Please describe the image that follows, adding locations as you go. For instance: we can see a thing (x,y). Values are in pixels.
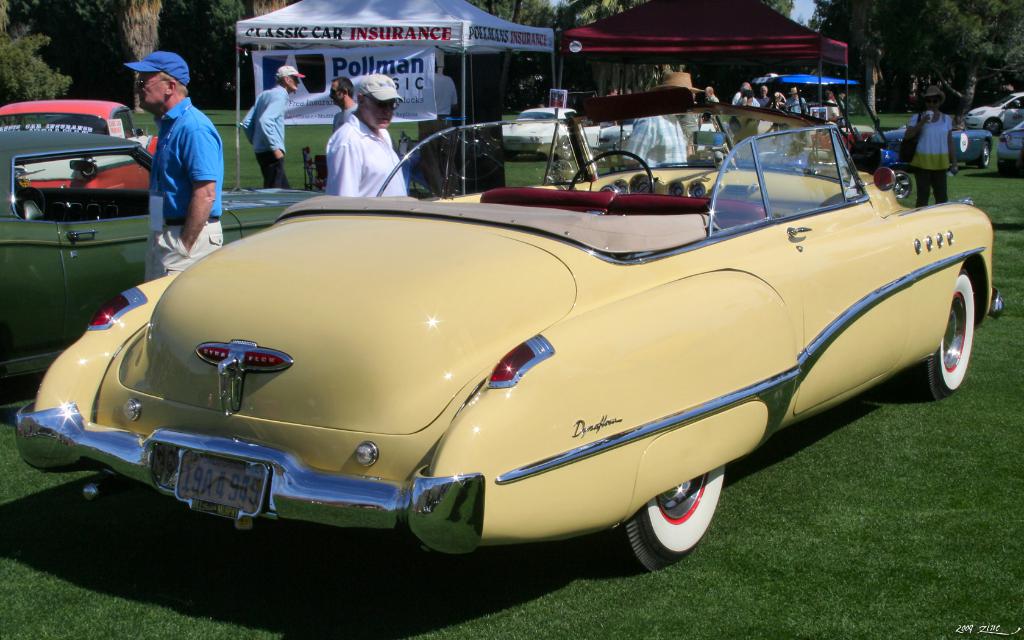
In front of the picture, we see a yellow color car (480,281). Beside that, we see two men (212,210) are standing. Beside them, we see two cars (79,218) which are in red and green color. At the bottom (478,572), we see the grass (591,565). Here, we see the two men (340,82) are standing. Beside them, we see a white banner (350,71) and a man (437,91) is standing under the white tent (492,34). Beside that, we see the people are standing under the maroon tent (743,39). On the right side (898,131), we see the cars (1017,95) and a woman (927,199) is standing. There are trees (606,72) in the background (61,35).
